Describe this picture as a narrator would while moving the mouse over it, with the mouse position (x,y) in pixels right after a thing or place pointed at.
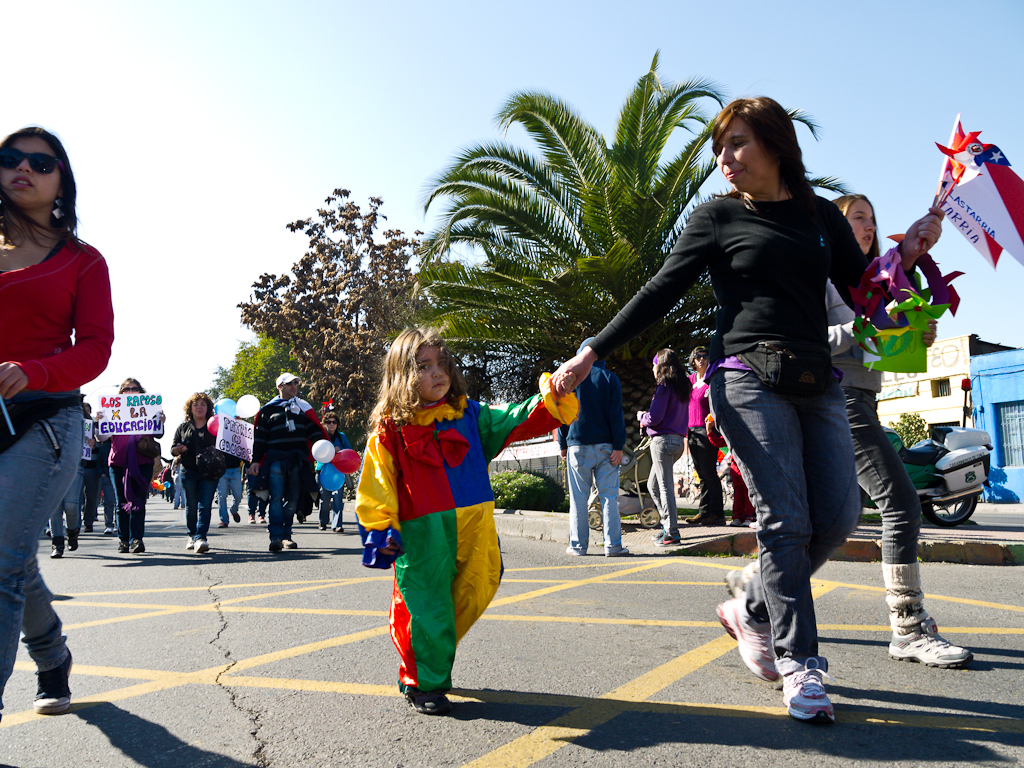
As we can see in the image there are few people (574,541) walking here and there, flags (1003,186), banners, trees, buildings (935,375), motor cycle (934,474) and sky (406,46).
